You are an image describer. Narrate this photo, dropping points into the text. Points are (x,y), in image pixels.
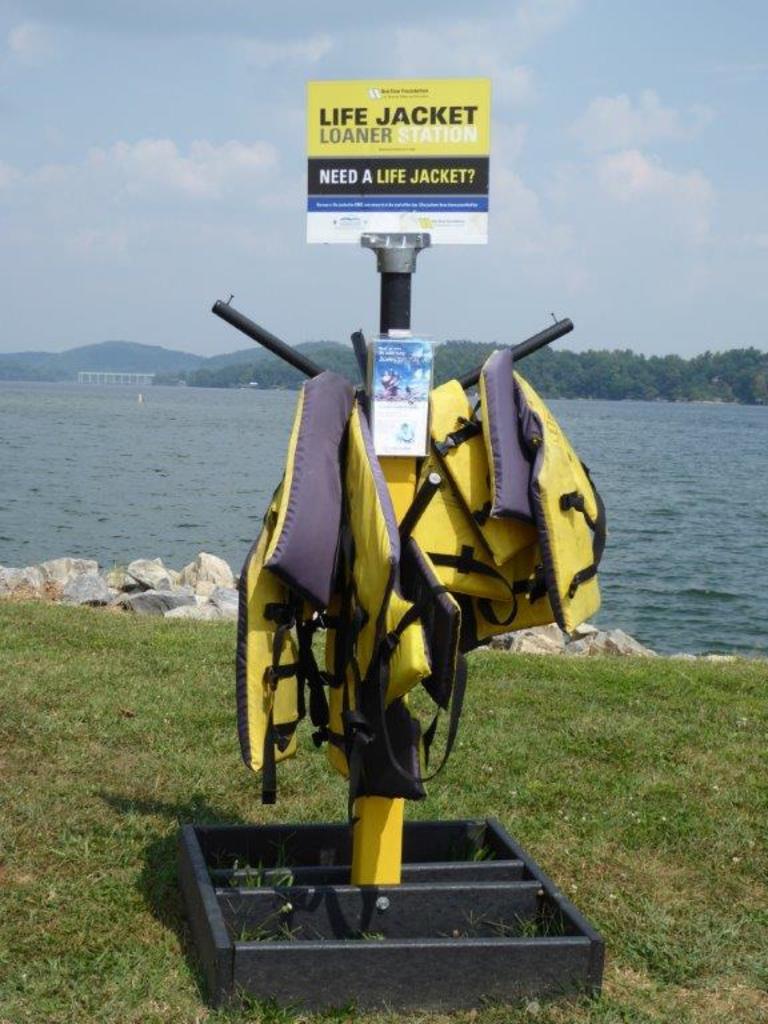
On the background of the picture (134,361) we can see mountains (168,357). These are the trees (728,368). Here we can see a jackets (433,451) in yellow and ash colour which are hanged over to the stand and there is a note (326,228) saying "life jacket". This is a grass (81,816). This is a sea (130,395). These are the stones (177,611).
